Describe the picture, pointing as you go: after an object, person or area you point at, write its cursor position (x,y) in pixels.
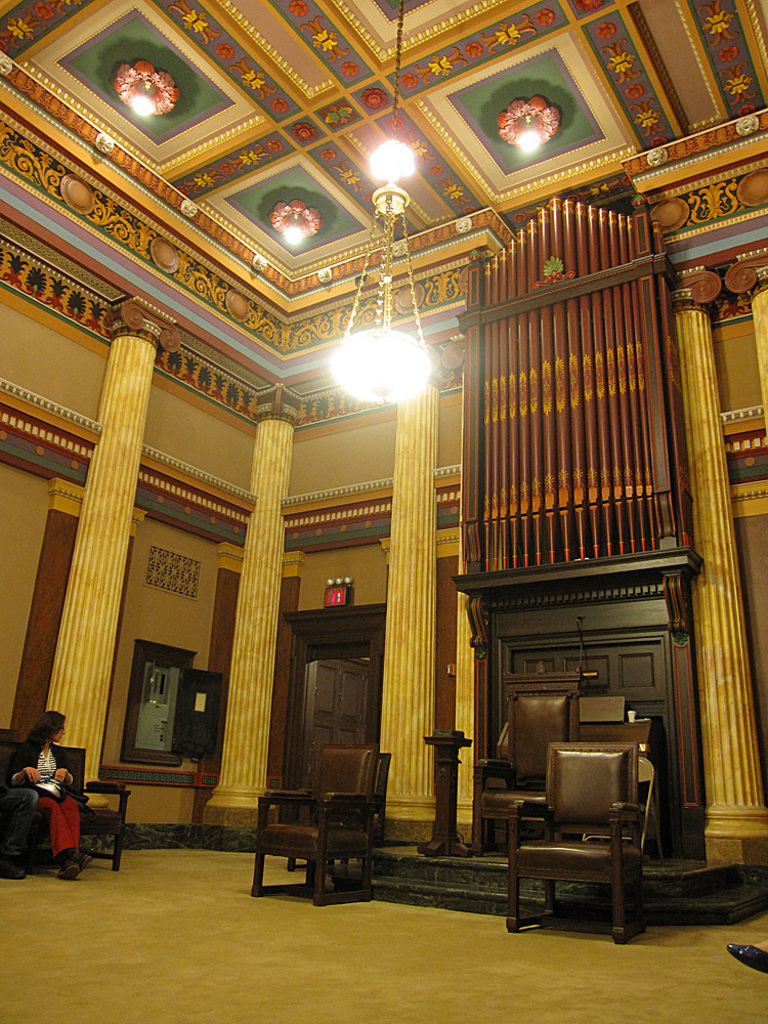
The picture is taken inside a room (255,670). The room (266,333) is having decorated ceiling (182,83). A chandelier (376,368) is attached to the ceiling (385,56). On the floor (413,995) there are chairs (515,778). In the left (58,809) people (33,789) are sitting on the chair (102,801). There are some pillars (133,473) in the wall (142,504). In the background (349,691) there is a door (319,695), an electrical panel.
